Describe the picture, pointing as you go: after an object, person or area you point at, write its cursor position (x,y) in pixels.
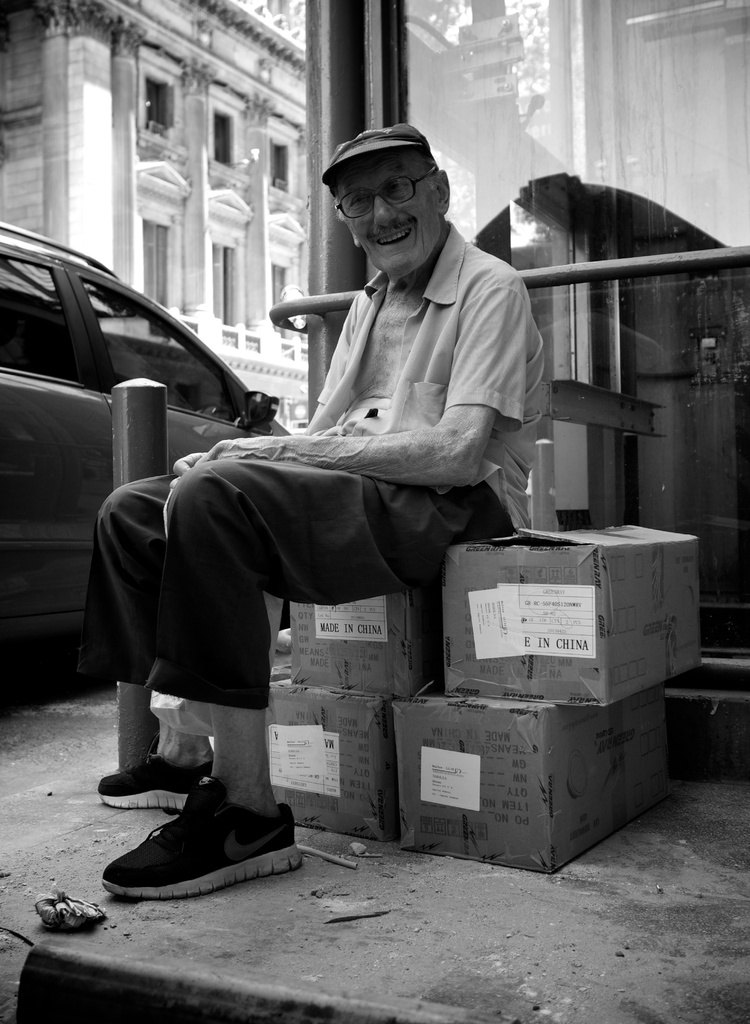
In the image in the center (260,493) we can see one man (226,456) sitting on the boxes (418,646). In the background (207,237) there is a building (167,142), wall (102,164), vehicle (114,366), glass (547,99) etc.
